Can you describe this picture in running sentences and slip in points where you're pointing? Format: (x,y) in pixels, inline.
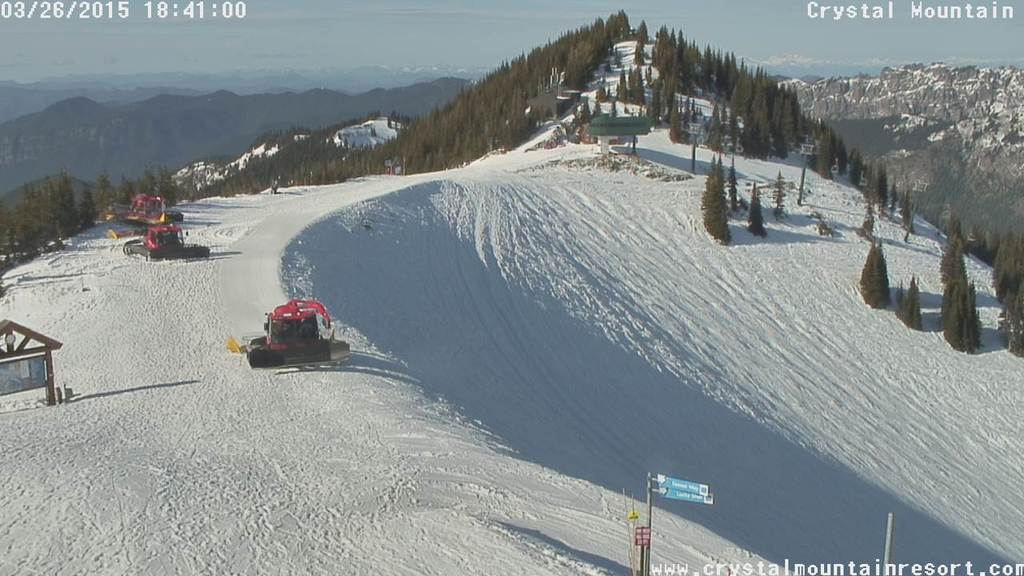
In this image few vehicles (317,334) and a board (45,375) are on the snow (177,342). There are few poles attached with the boards (664,494). There are few houses (611,132) and trees (783,122). Behind there are few hills (308,82). Top of image (325,69) there is sky (387,26).
